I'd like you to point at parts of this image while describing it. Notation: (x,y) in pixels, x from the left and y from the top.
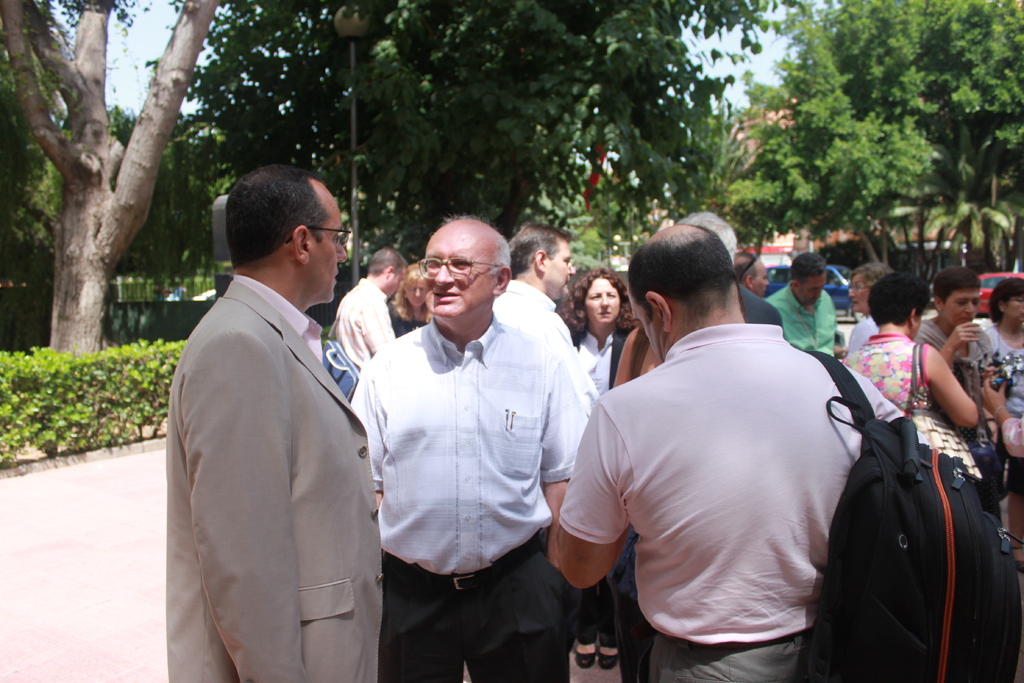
This is the picture of a place where we have some people (731,364), among them some are wearing the backpacks (978,577) and around there are some trees (944,67) and plants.
